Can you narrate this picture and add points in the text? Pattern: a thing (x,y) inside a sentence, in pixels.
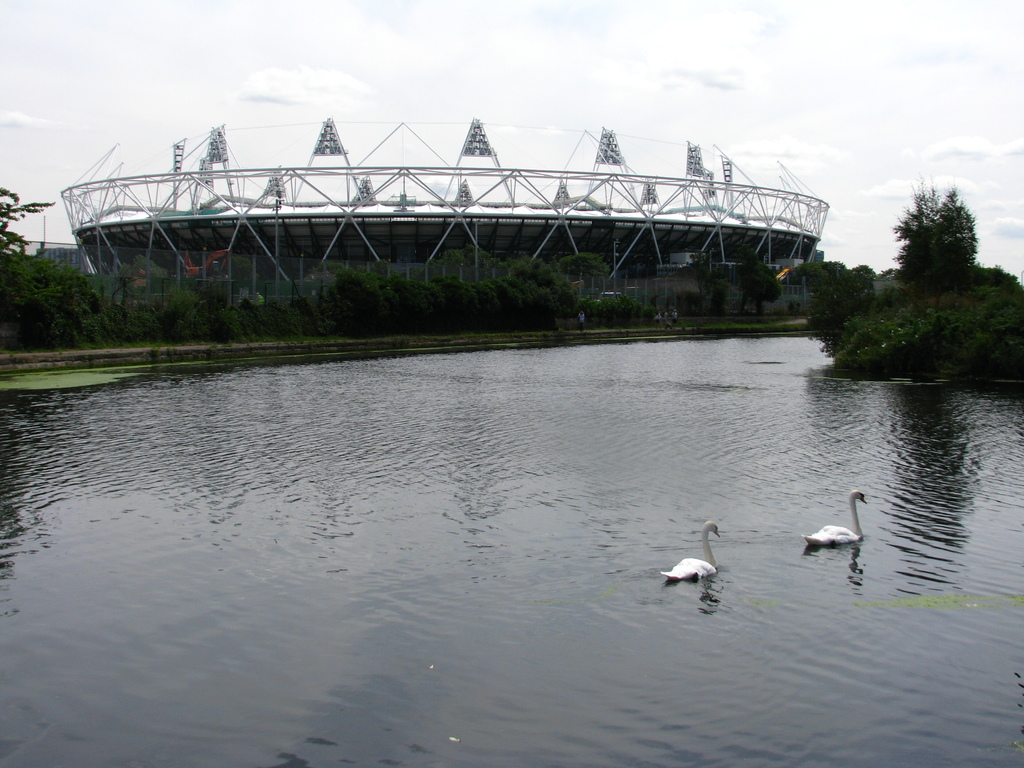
In the background (676,49) we can see the sky (784,17). In this picture we can see an architecture (597,242). We can see the trees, fence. We can also see the water (975,531) and the swans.
